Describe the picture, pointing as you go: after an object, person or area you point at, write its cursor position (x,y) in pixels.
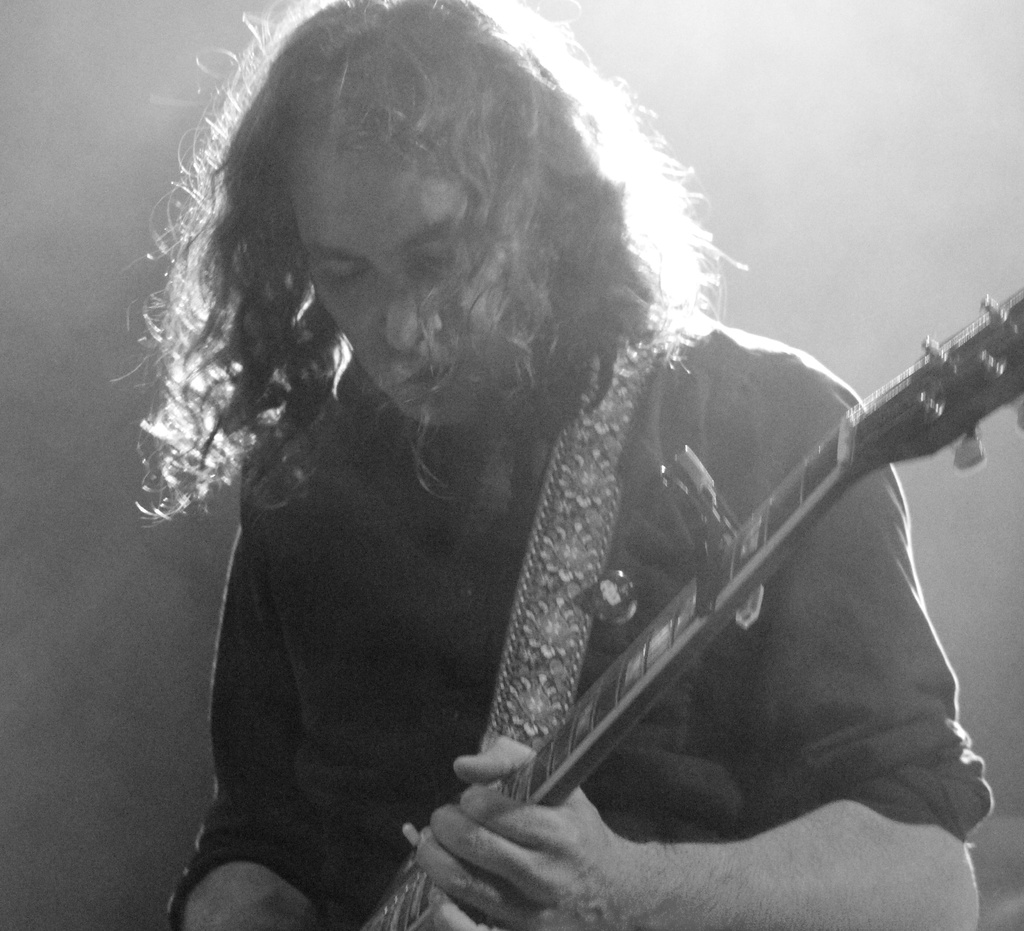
In this image i can see a man (356,576) is playing a guitar (610,676).
